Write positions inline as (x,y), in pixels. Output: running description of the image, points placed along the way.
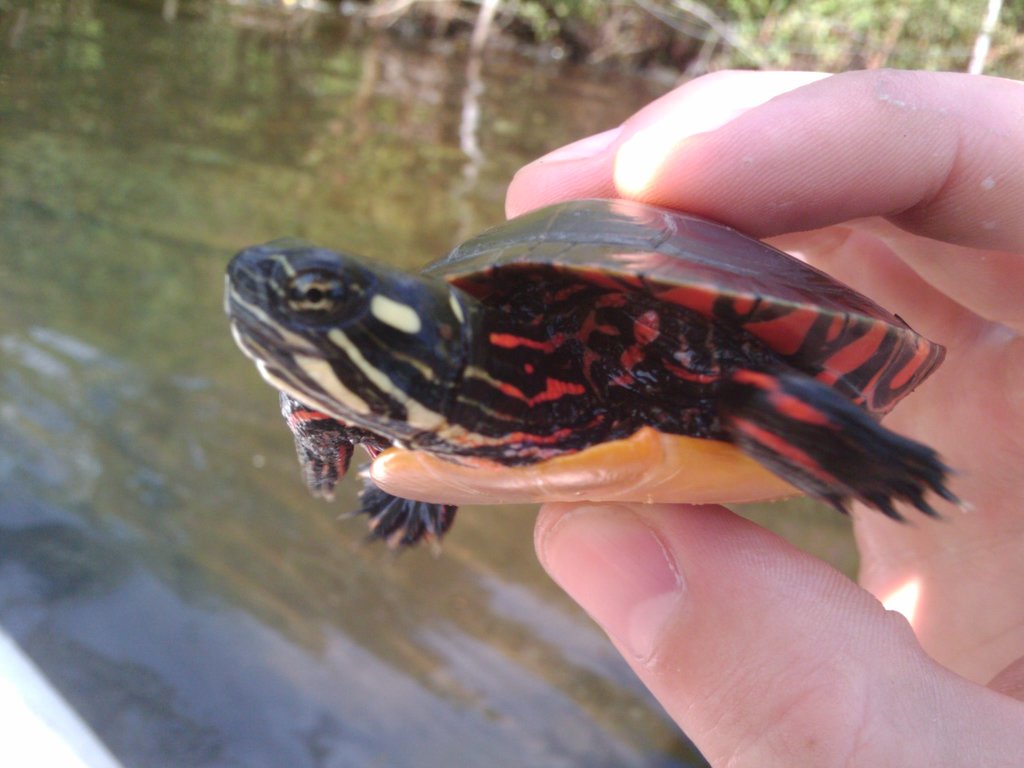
In front of the picture, we see the hand (734,645) of the person (846,595) holding a turtle (504,485). In the background (352,188), we see water (408,108) and trees (531,19).
